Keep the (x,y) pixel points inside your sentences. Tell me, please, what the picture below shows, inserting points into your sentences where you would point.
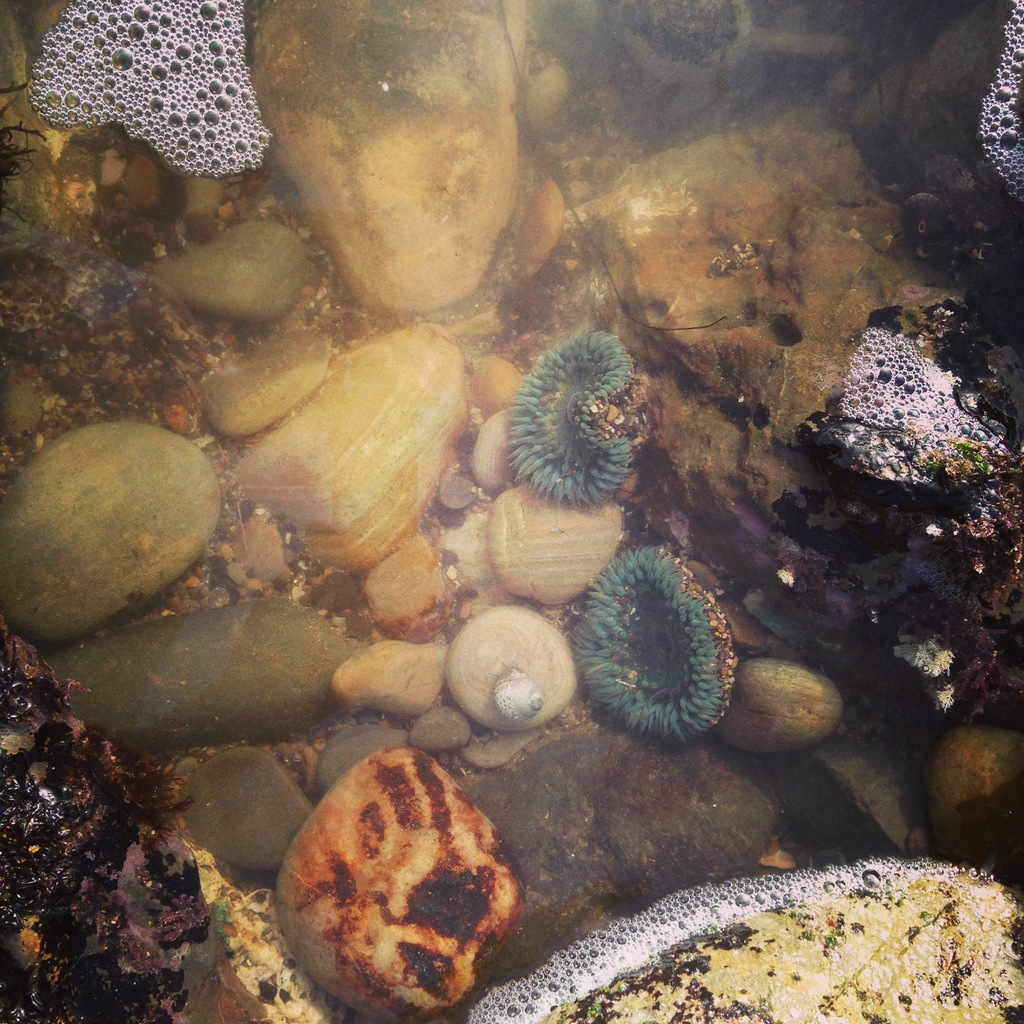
In this image there are so many stones (502,517) and mosses (992,565) under the water (456,690) and also there are some bubbles (255,146) with foam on the top of water (96,333).
